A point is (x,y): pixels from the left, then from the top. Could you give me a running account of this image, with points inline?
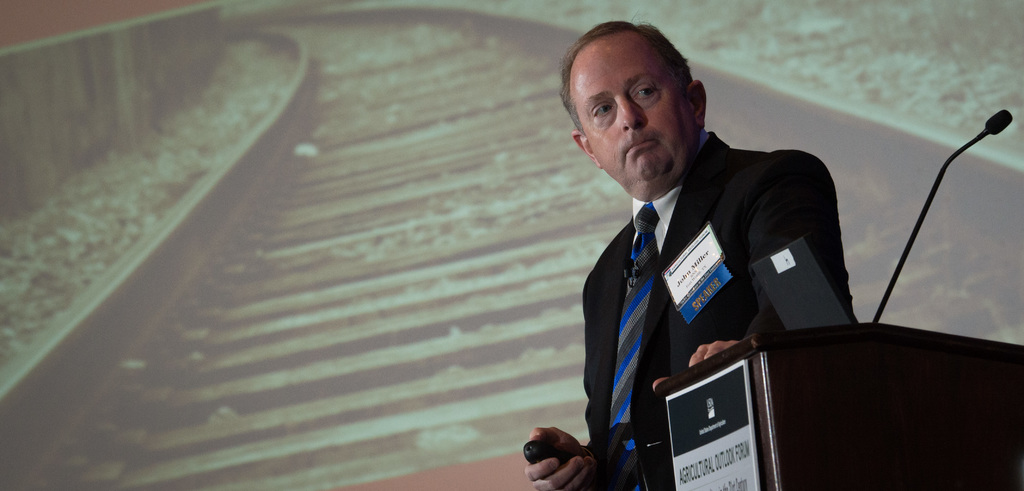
This image is taken indoors. In the background (272,310) there is a screen (481,117). There is a railway track (294,134) on the screen (327,140). On the right side of the image (761,393) there is a podium (834,385) with a laptop (813,301) and a mic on it and there is a board (706,446) with a text (747,447) on it. A man (689,277) is standing and he is holding a remote (564,456) in his hand (575,446).
